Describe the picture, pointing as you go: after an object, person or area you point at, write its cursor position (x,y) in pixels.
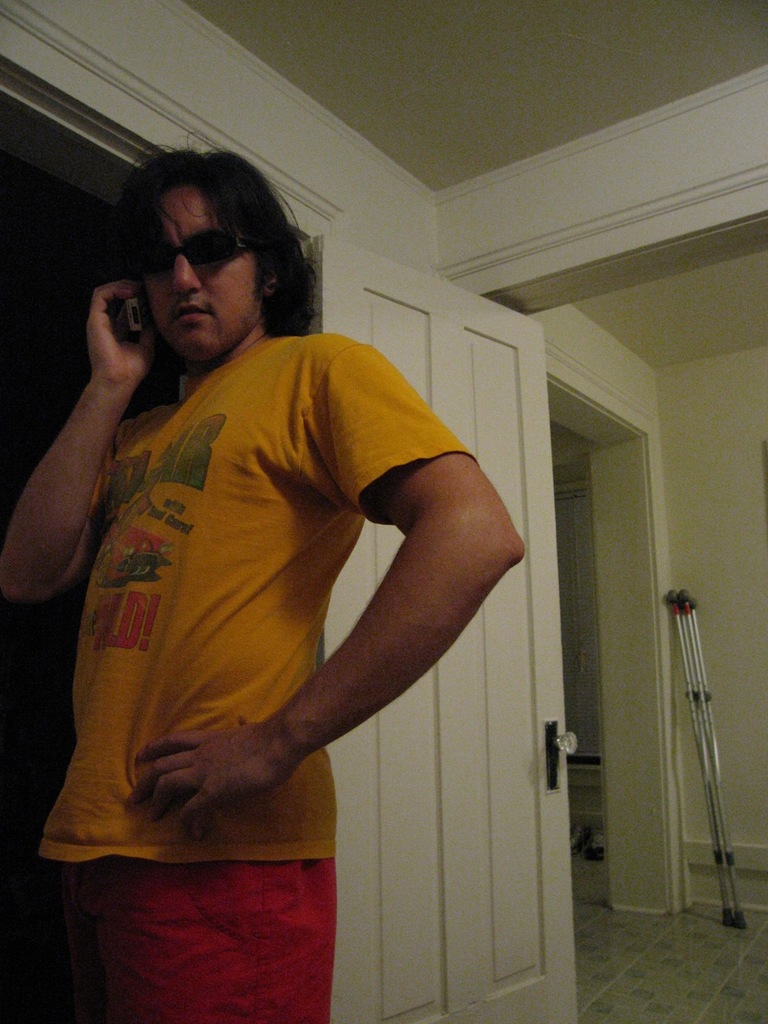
This picture is clicked inside. On the left (226,292) there is a man (254,374) wearing yellow color t-shirt (250,430), standing and seems to be talking on a mobile phone (120,321). At the top (435,47) there is a roof (391,61). In the background (722,425) we can see the wall (702,494), metal rods (710,714) and white color door (533,826) and some other objects (598,852).
